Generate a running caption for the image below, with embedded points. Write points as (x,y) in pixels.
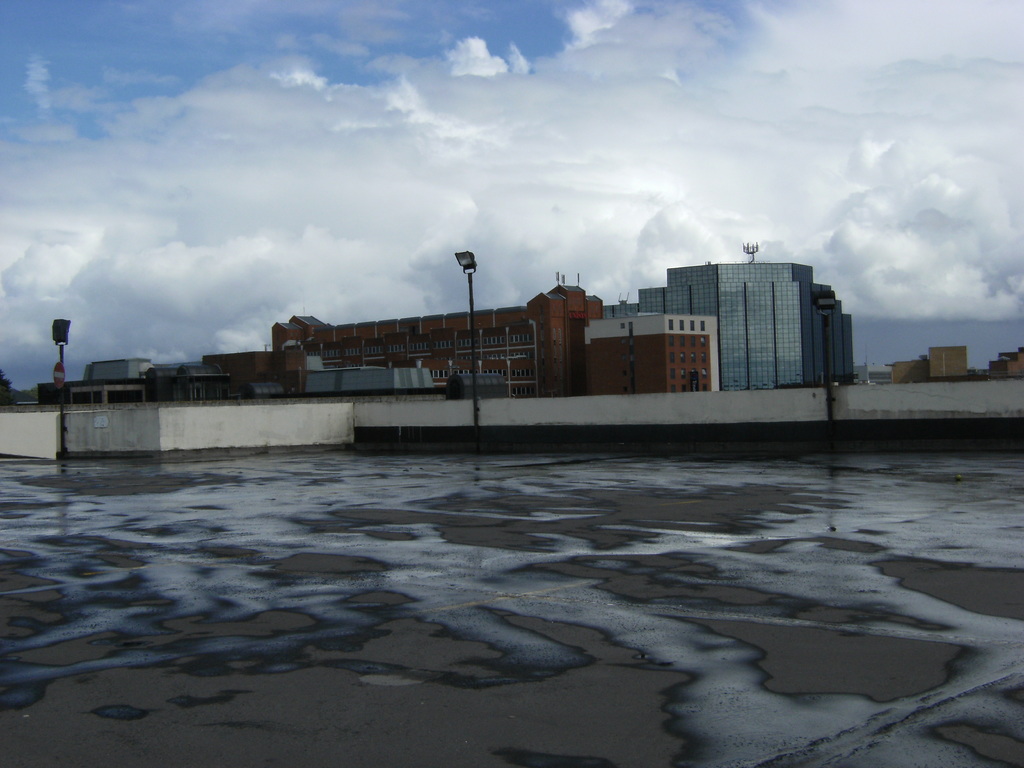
In this image, we can see some buildings (792,355). We can also see some poles (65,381). We can see the wall (336,435). We can also see the sky (382,87) with clouds (313,199).
